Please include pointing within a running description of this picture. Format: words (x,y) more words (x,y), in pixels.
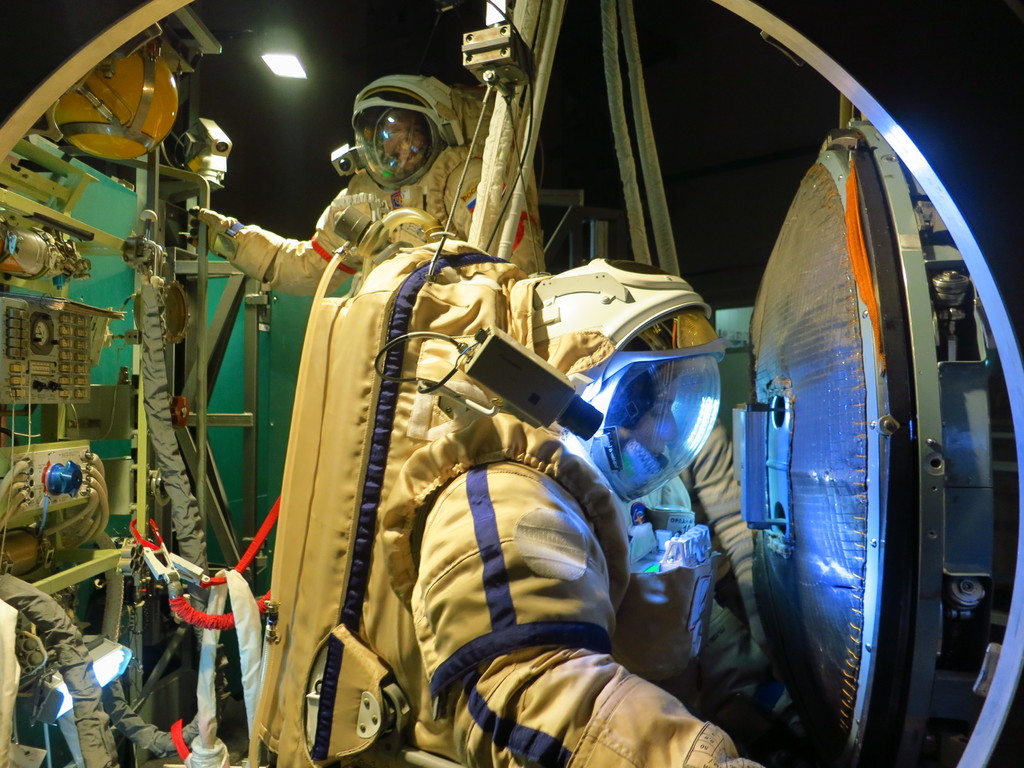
In this image I can see two persons (470,509) wearing astronaut dresses (397,184) which are cream and blue in color. I can see few other equipment (141,306), a light (278,56) and the dark background (717,145).
